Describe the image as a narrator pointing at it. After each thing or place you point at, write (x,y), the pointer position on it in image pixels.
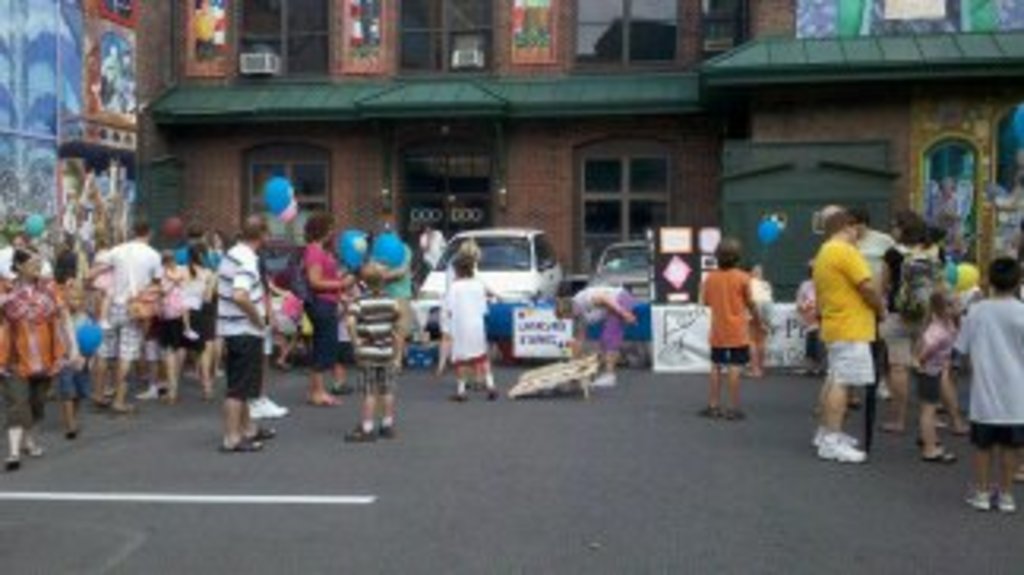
In this image I can see number of people (737,367) are standing. I can also see few boards (677,284), few vehicles (618,253), buildings (468,191) and on these boards (568,344) I can see something is written.
